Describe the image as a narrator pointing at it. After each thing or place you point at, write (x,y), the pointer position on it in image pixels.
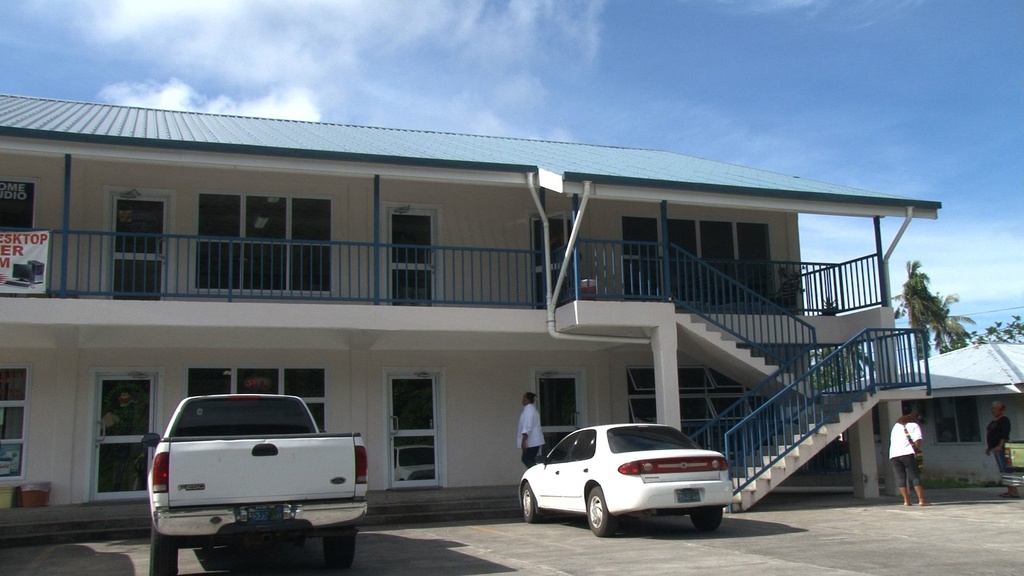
In this image there is a house (403,267). There are glass doors (113,389), glass windows (285,372) and a railing (605,278) to the house (676,279). To the right (794,461) there are steps (803,412) to the house (802,446). In front of the house (497,494) there are cars (330,501) parked. There are three people (1002,444) standing in the image. To the left (17,288) there is a banner (26,263) to the railing (61,291). At the top (502,52) there is the sky (502,52). In the background (930,317) there are trees (927,319).
